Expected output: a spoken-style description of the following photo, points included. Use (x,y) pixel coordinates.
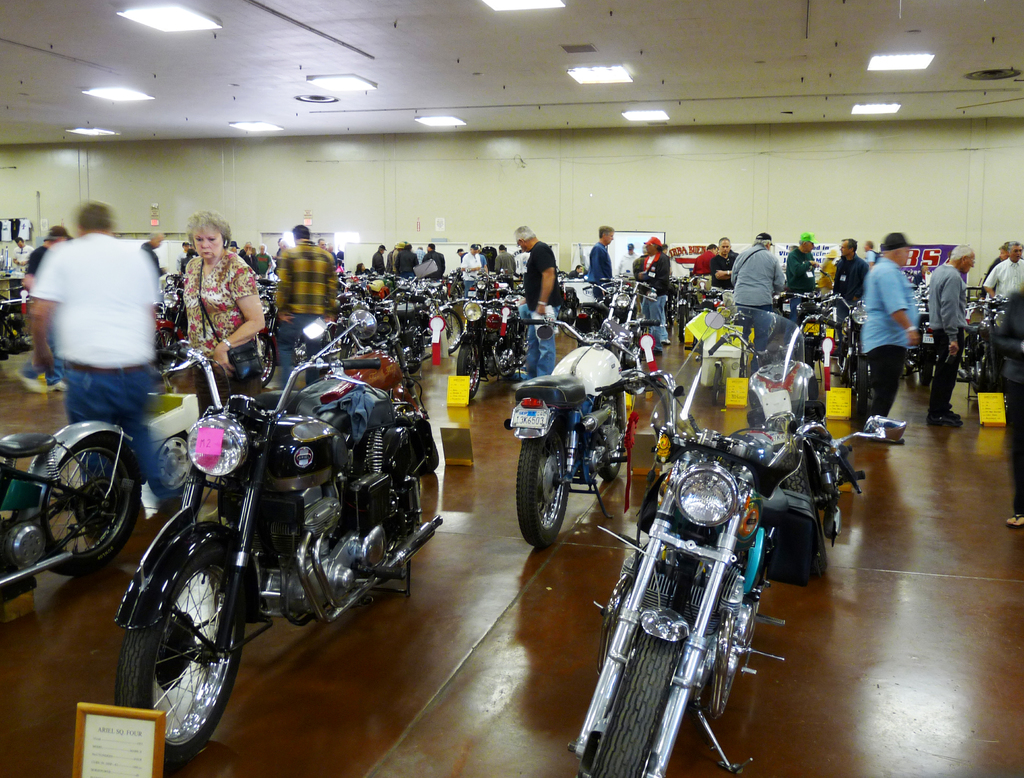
This is looking like a motorcycle exhibition. Here we can see a few people (967,255) who are standing and watching these motorcycles (859,300). This is a roof (354,6) with lighting arrangement (591,82).
